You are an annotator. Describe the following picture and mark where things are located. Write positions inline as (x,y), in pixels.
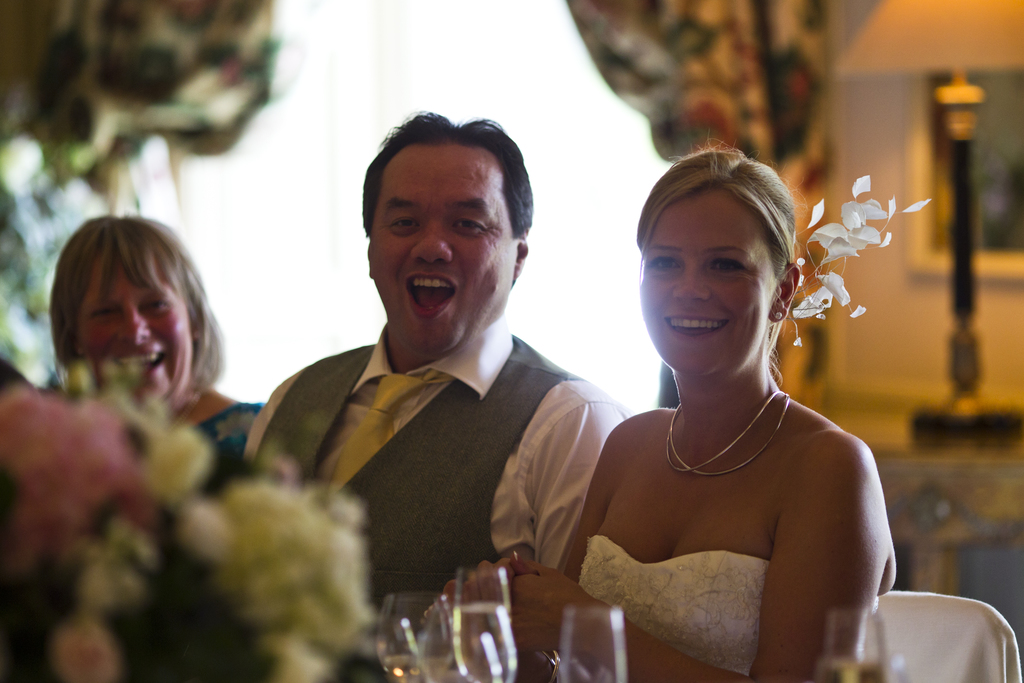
In this picture we can see three persons (443,456) holding a beautiful smile on their faces (430,297). In Front of them we can see glasses (590,635). At the left side of the picture (253,552) we can see flowers (238,544). At the backgrounds of the picture we can see a wall (888,288).
